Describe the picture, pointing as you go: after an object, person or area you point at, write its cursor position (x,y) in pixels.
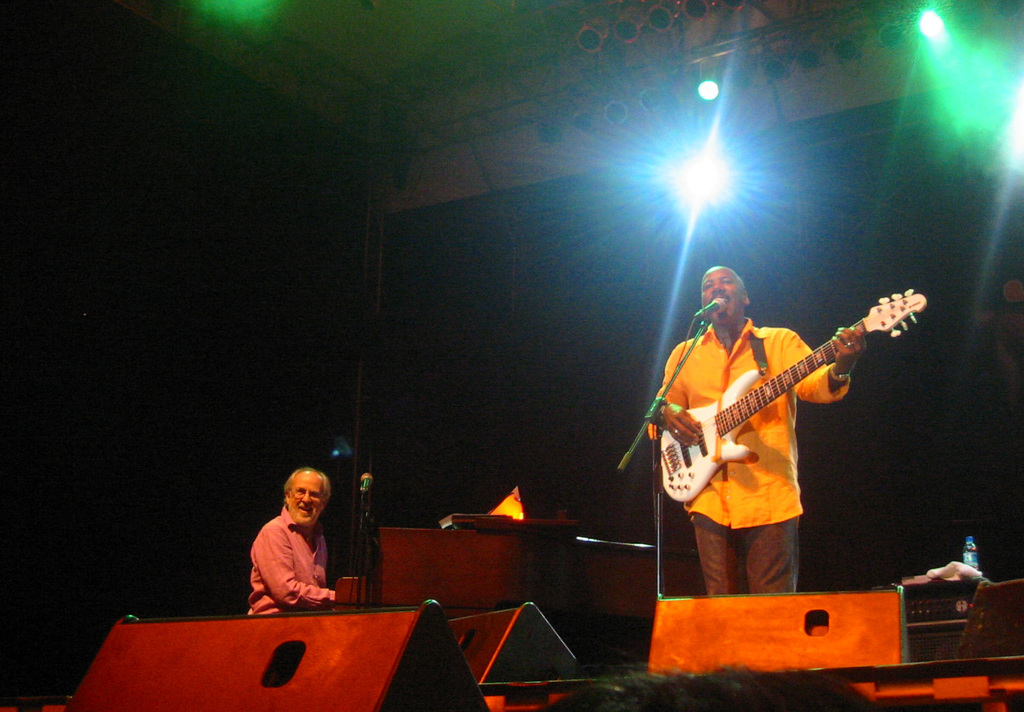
On the left side of the image (311,567) we can see a man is sitting. On the right side of the image (714,578) we can see a man (796,416) is standing and playing a guitar (789,379) and singing, in-front of him we can see a mic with stand (692,346). At the bottom of the image (520,660) we can see the speakers (450,646), stage (657,685), person's head (781,683), piano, amplifier (941,607). On the amplifier (909,596) we can see a cloth (958,567), bottle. At the top of the image (585,91) we can see the lights (994,125) and roof (614,62). In the background (493,211), the image is dark.
